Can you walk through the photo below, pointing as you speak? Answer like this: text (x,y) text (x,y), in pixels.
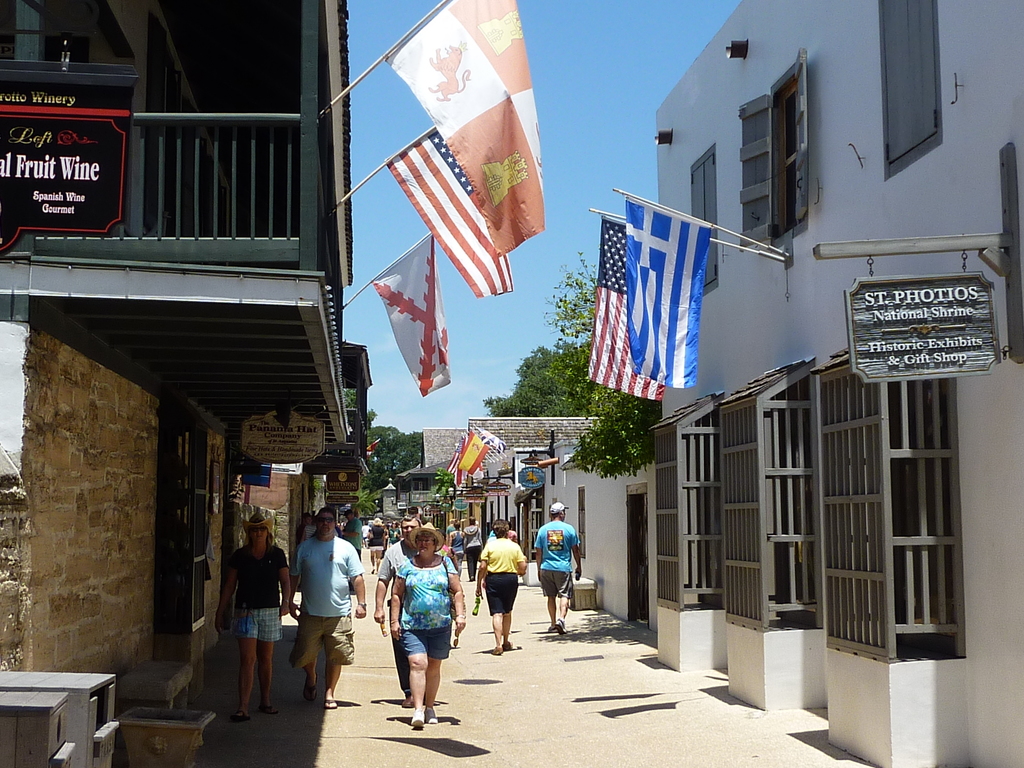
In this picture we can see a group of people (496,527) walking on the ground (491,733), beside these people (451,637) we can see buildings (24,642), flags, trees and we can see sky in the background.
